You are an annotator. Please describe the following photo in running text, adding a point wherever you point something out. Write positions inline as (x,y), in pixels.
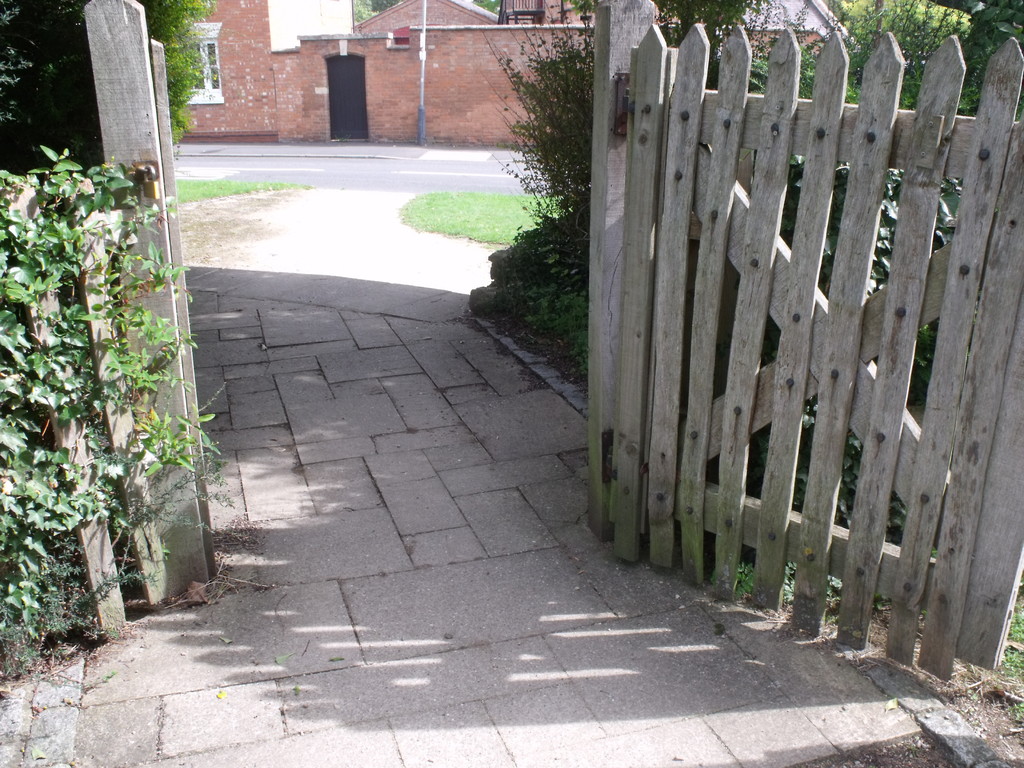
In this image I can see a wooden gate (660,66) on the right side (686,291) and on the left side of this image (5,199) I can see number of green colour leaves (123,226). In the background (6,36) I can see a road (456,164), grass (458,229), few trees (567,215) and few buildings (236,82).
